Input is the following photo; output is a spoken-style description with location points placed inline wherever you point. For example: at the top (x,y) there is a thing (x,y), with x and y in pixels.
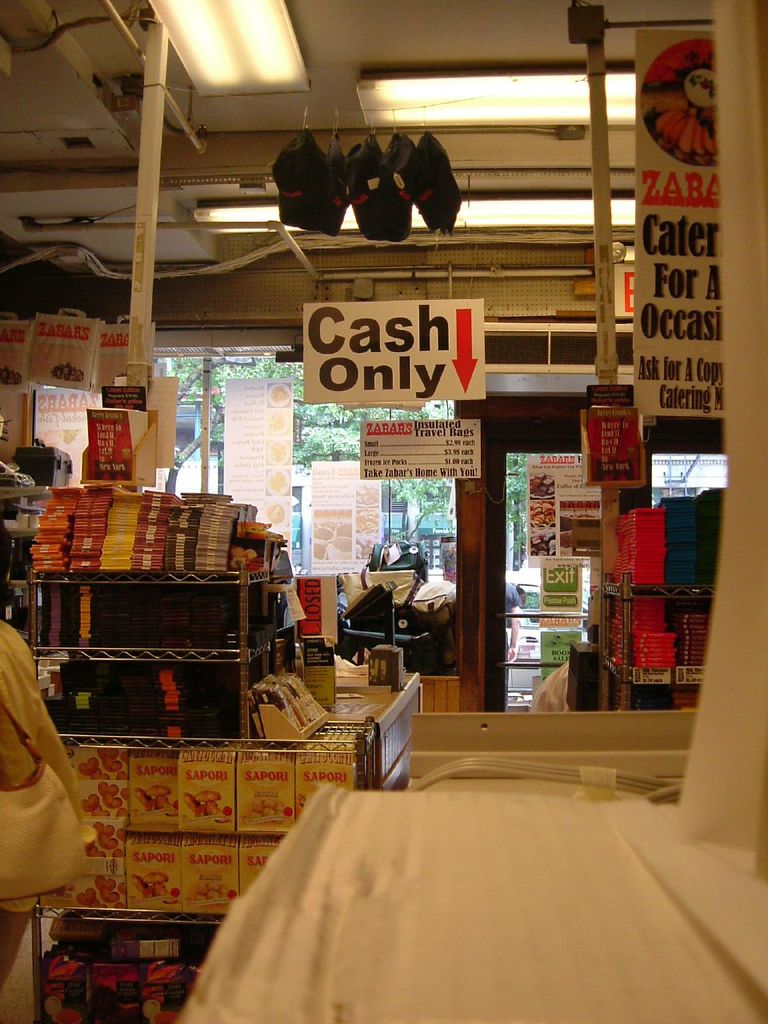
This picture is clicked inside. In the foreground (152,936) we can see the boxes (244,819) and books (160,551) and some other items (508,740). At the top (415,271) we can see the roof (430,5), lights (254,26), metal rods (469,189) and the caps (404,145) hanging on the roof (317,49) and we can see the banners (418,340) on which we can see the text (427,386) and some pictures (696,99) and we can see the cabinets (628,607) containing many number of items (45,626). In the background (304,410) we can see the trees (334,426) and many other objects (440,592).
